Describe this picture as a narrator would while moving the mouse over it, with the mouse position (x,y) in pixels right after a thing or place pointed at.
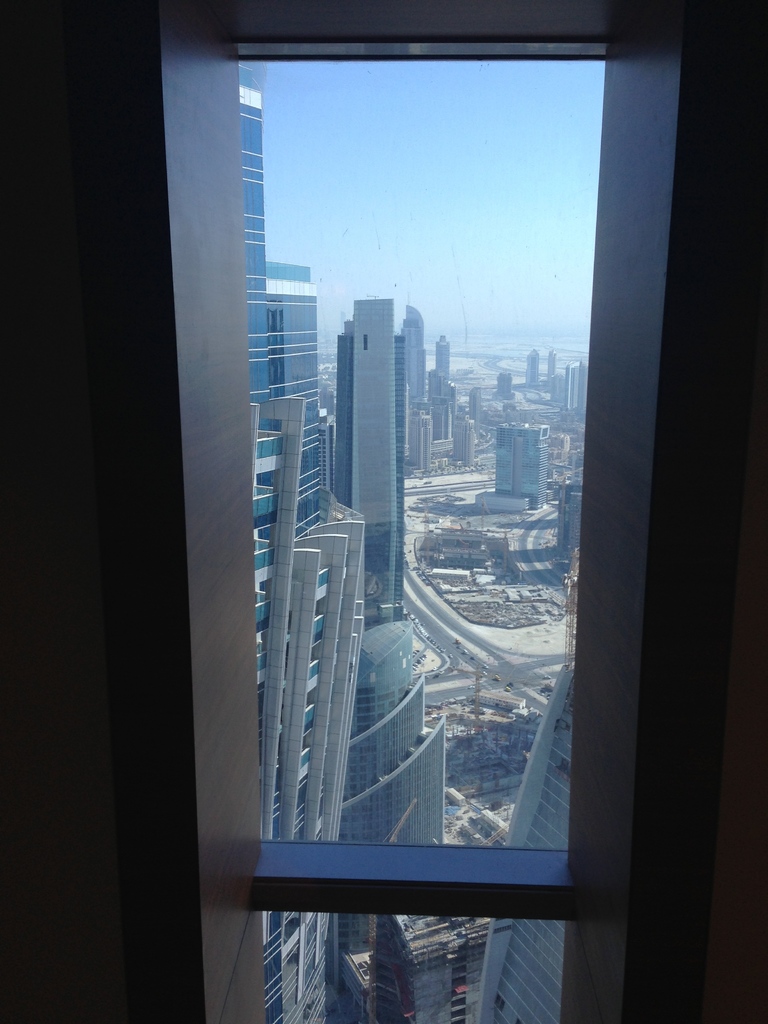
This picture is clicked inside. In the center (262,358) we can see the window (224,558) and through the window (415,152) we can see the sky (435,289), skyscraper (370,375), building (495,701), vehicles (495,680) and many other objects (446,621).
